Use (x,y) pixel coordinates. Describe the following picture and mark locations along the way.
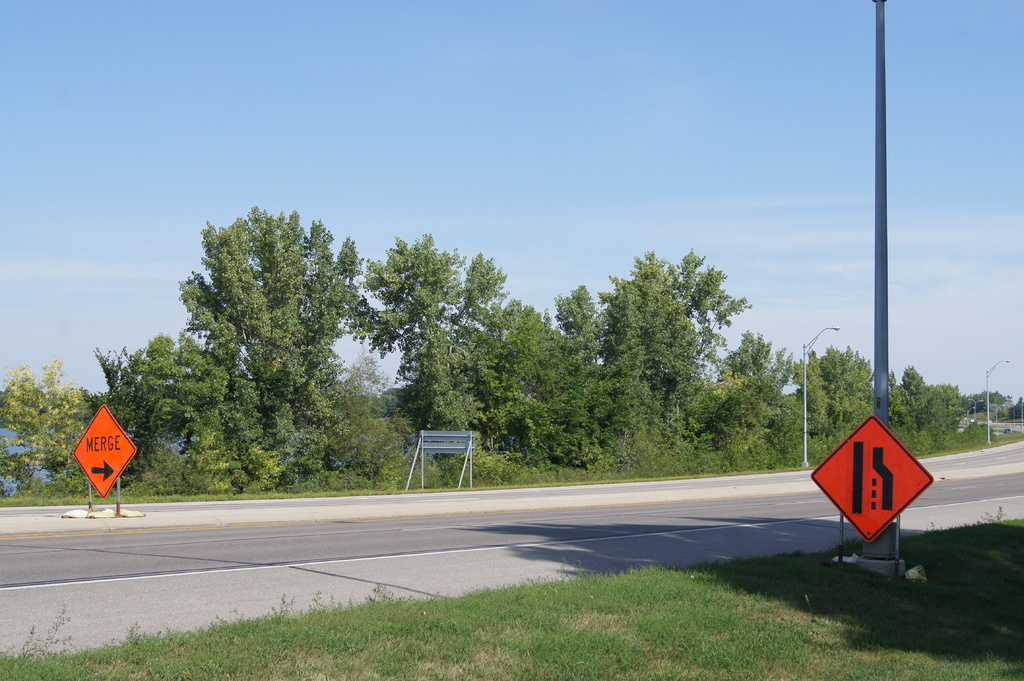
In the image we can see there is a ground (763,614) covered with grass (699,614) and there are sign boards (117,450) kept on the footpath (631,496). In between there is a road (589,510), behind there are trees (841,383) and street light poles (882,374) on the footpath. There is a clear sky (266,138).
